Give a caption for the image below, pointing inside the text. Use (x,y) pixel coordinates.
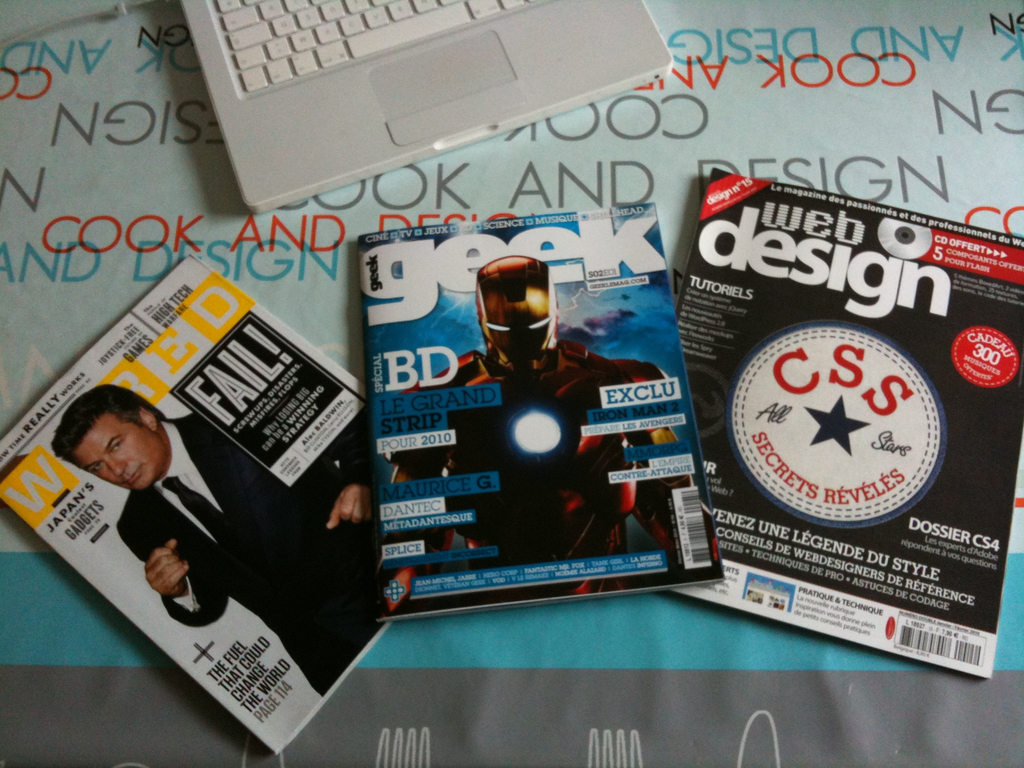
In this picture we can see books (461,482) and a laptop (334,54) on an object (533,632).
